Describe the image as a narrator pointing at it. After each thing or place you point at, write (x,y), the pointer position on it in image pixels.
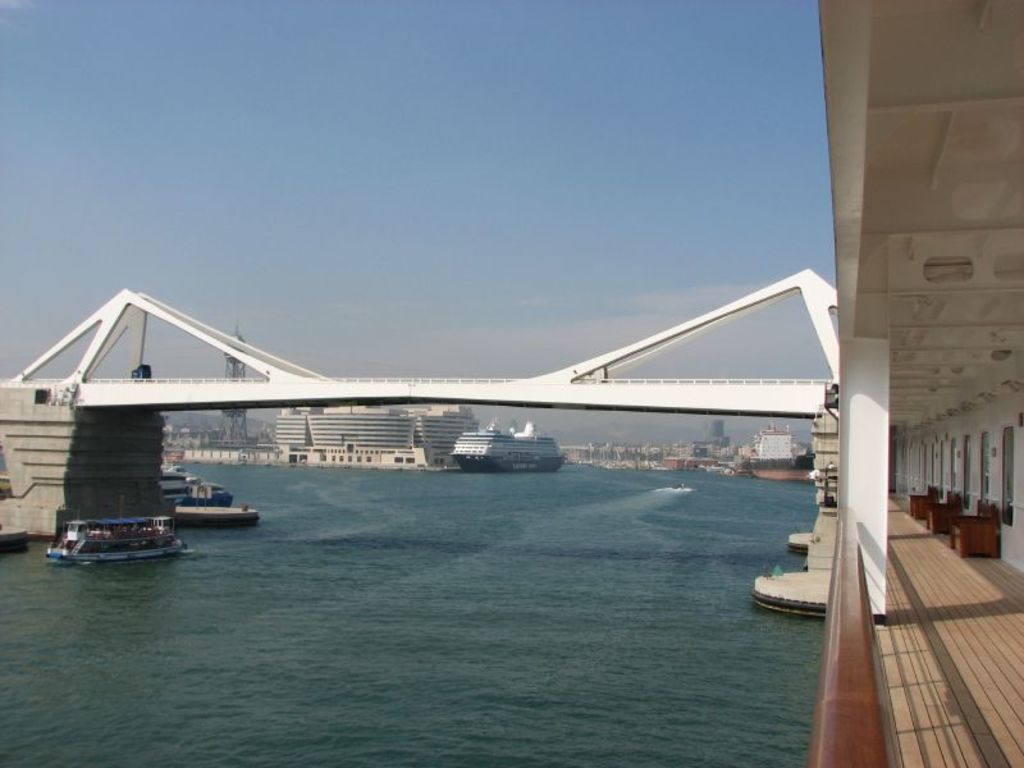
In this image I can see few boats (158,529) on the water (156,559). I can also see a bridge (553,393) in white color, background (336,432) I can see few buildings (415,446) in white color and sky (399,195) is in blue color.
